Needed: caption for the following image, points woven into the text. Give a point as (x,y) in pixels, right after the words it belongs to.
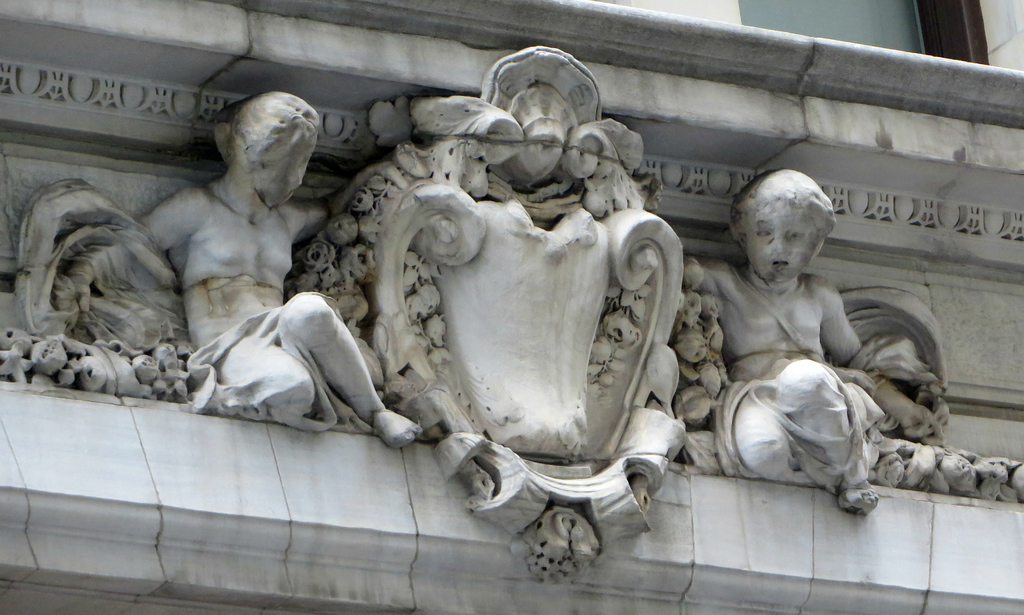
In the center of the image (605,378), we can see sculptures (577,215) on the building (693,168).
